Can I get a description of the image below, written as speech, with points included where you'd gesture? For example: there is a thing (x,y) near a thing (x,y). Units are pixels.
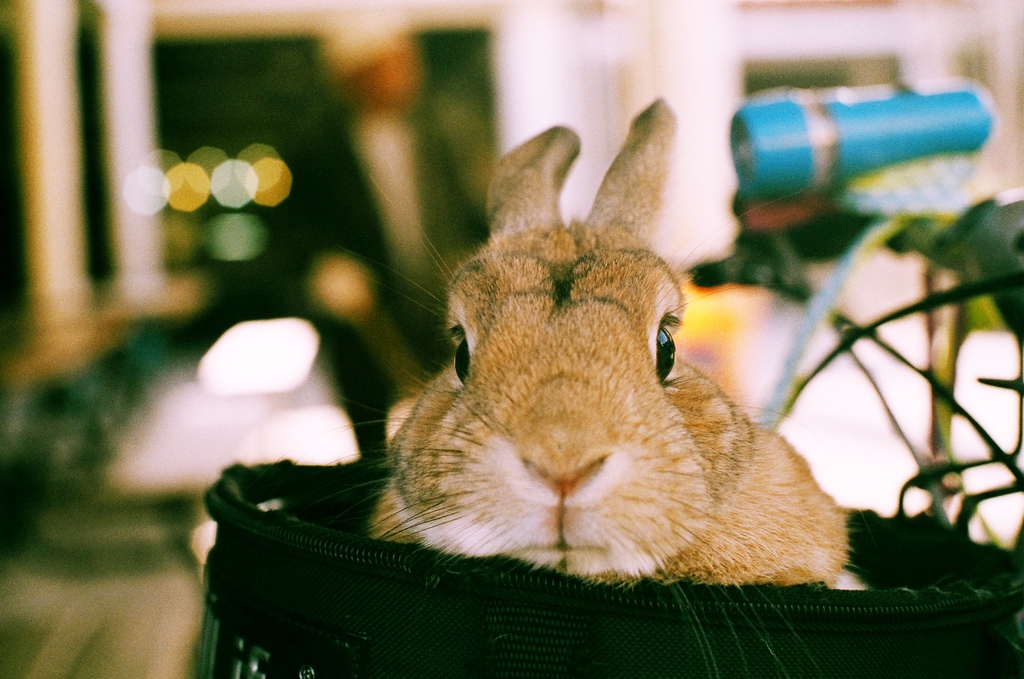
In this image in front (558,408) there is a rabbit (527,424) on the bag (520,664). On the right side of the image (819,242) there is a bicycle (796,237). On top of it there is a torch light (833,134) and the background of the image (886,15) is blur.
